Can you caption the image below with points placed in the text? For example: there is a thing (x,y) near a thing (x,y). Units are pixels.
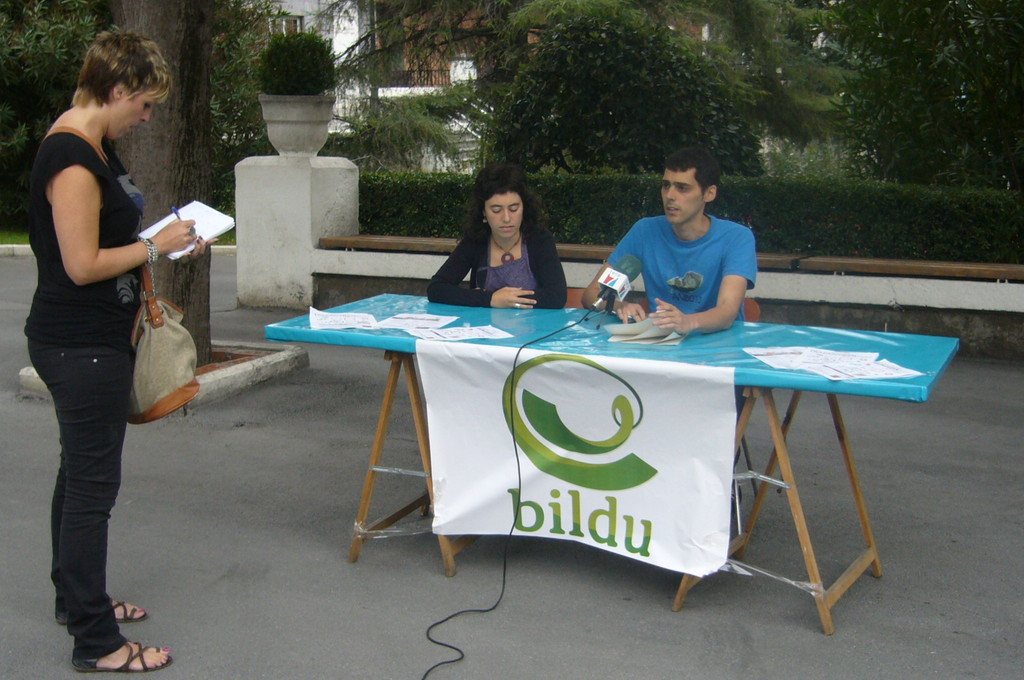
This picture describe about the road side view on which a man (704,274) sitting on the chair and giving speech in microphone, and table (389,388) in front with hanging banner (697,394) written as bildu. Beside him a woman (516,253) wearing black jacket (542,269) is listening to him, In front left we can see a woman (96,211) wearing black t-shirt (119,203) is standing and writing something in the diary (201,223). Behind we can see some plants (904,84) and a white pot plant (308,49).
